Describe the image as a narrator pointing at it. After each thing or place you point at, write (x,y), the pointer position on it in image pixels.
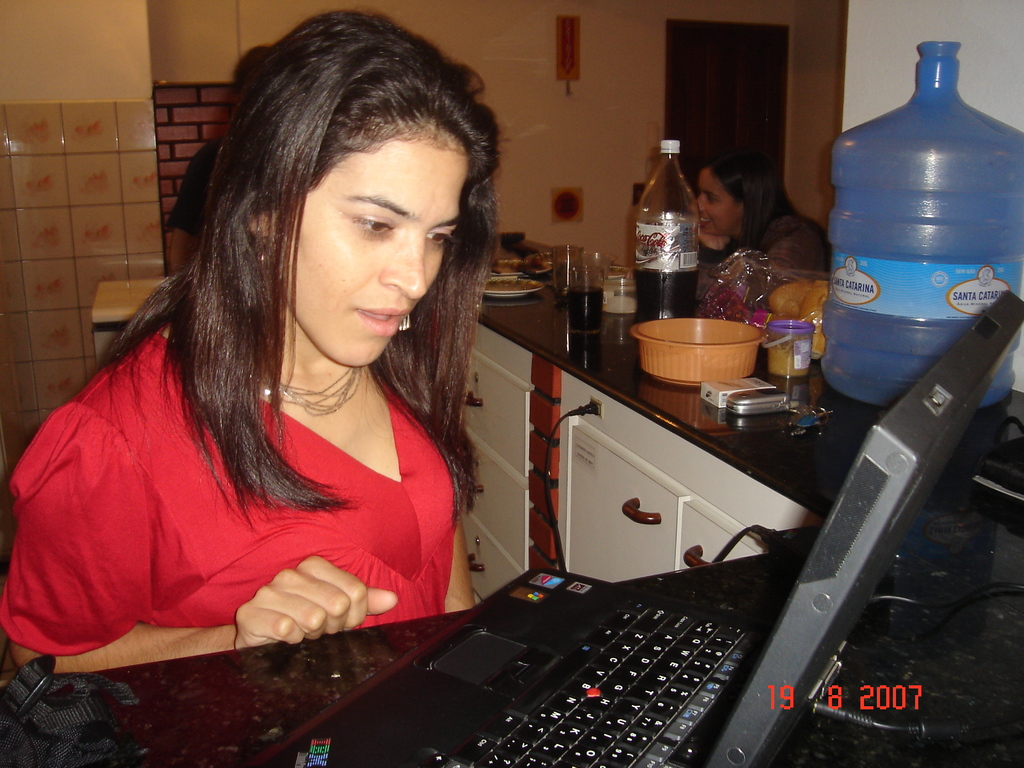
This image consist of two women (428,550) in kitchen (761,290). In the front (233,467), the woman (233,467) is wearing red dress (294,441) and using laptop (492,626). To the right (799,395), there is a platform (528,324) on which there are water bottles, glasses (568,298), plates (531,291), and a mobile (771,392). In the background (123,68), there is wall (622,126) and door (722,72). There are tiles (109,178) on the walls (27,341).
